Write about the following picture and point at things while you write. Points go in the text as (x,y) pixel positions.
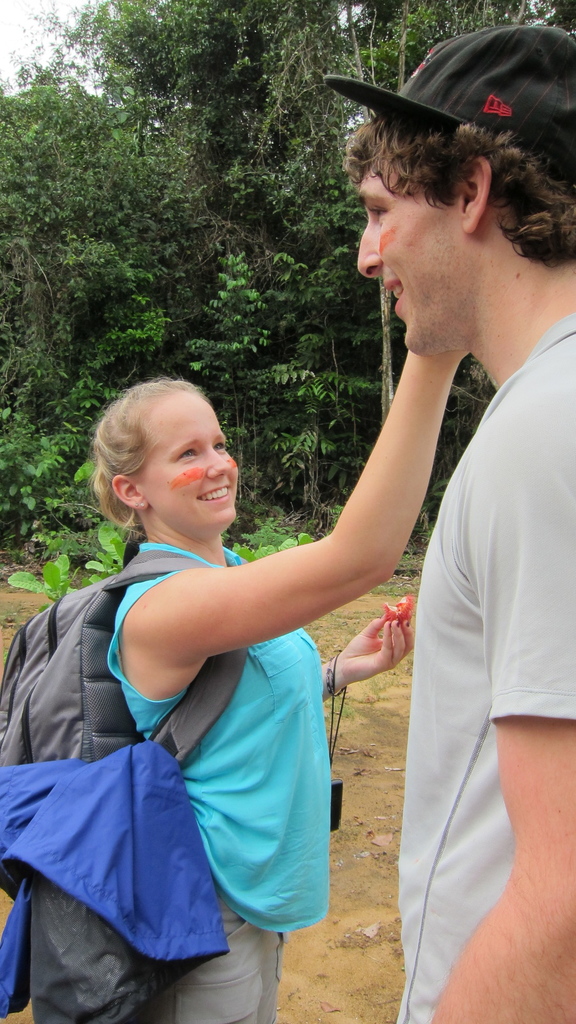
In the middle of the image (344,666) two persons (282,912) are standing and smiling and holding something. Behind them there are some trees (240,535).
